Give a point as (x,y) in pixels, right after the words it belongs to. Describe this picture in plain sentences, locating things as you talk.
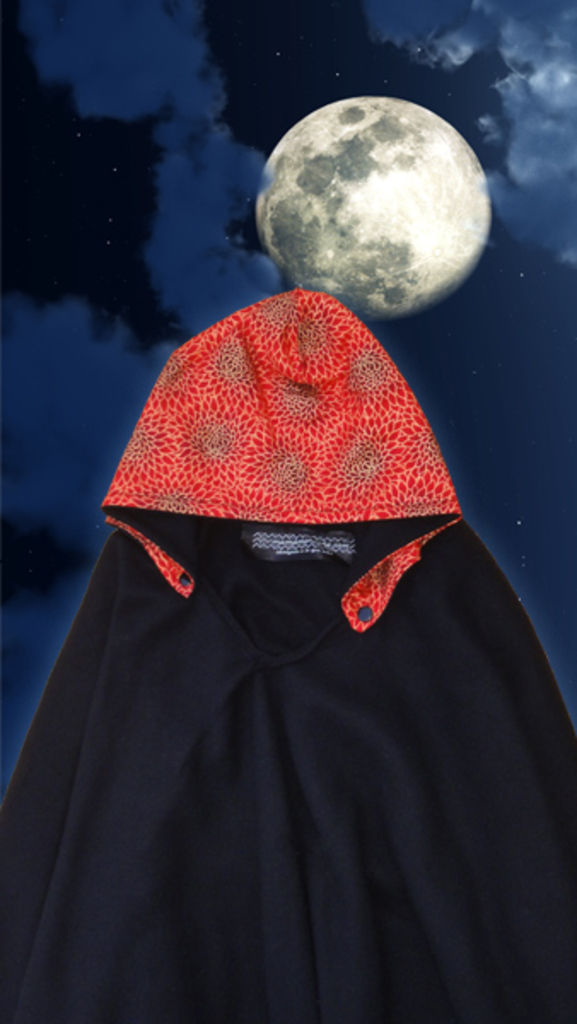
In this image I can see the jacket (503,902) in red and black color. In the background (351,196) I can see the moon (444,224) in white color and the sky (113,160) is in black and blue color.
